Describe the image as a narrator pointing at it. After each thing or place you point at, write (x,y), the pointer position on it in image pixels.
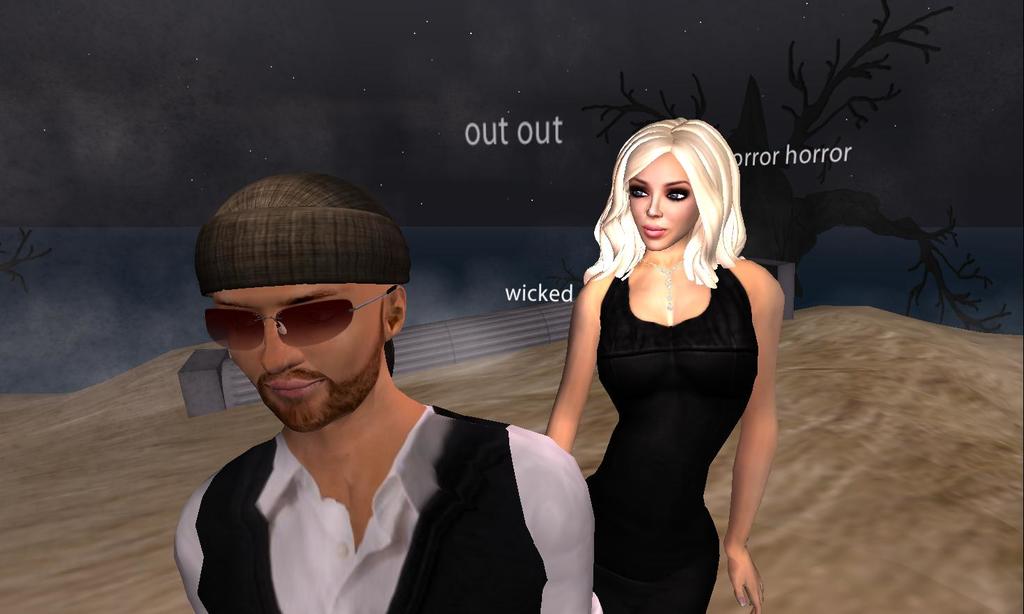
This is an animated picture. In the foreground (482,437) we can see a man (342,533) and a woman (699,370). In the background (528,181) it is sky (564,138). In the middle of the picture (535,337) there are text (784,145), tree (812,209) and a bench like object (491,333). At the bottom (152,477) there is soil (778,423) also.
